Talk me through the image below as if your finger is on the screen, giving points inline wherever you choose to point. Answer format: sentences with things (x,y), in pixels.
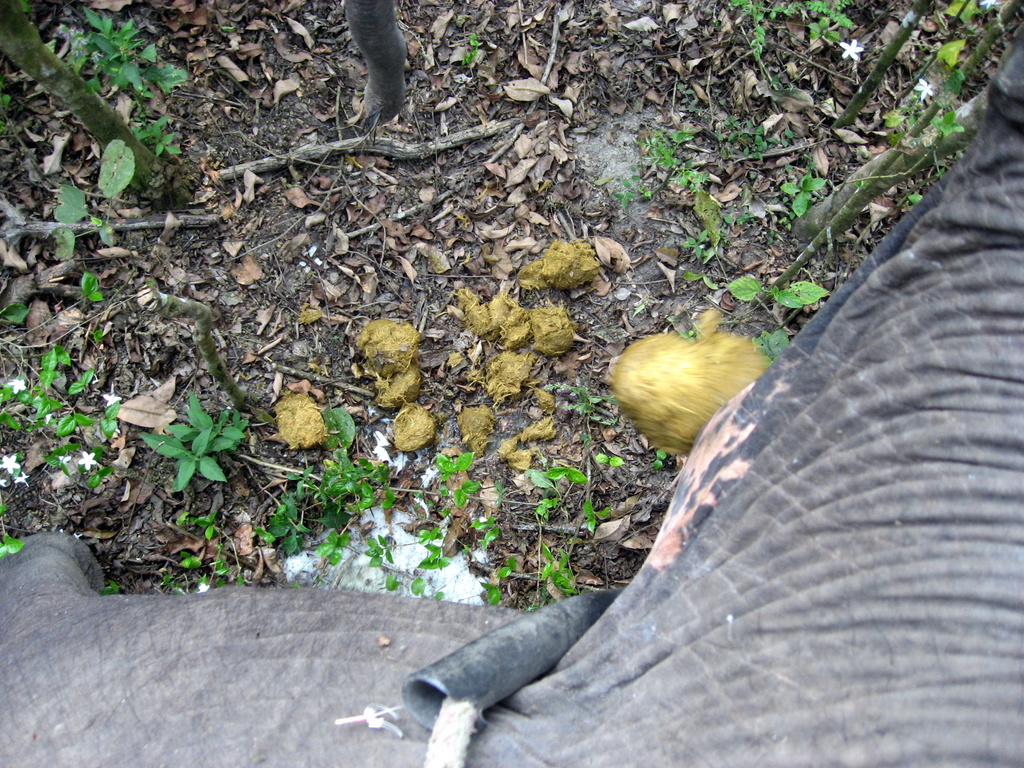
In this picture we can see some plants (108,133) and leaves (861,148), at the bottom (787,631) it looks like an elephant (676,676), we can also see a rope (452,757) and a pipe (601,603) at the bottom (485,670).
